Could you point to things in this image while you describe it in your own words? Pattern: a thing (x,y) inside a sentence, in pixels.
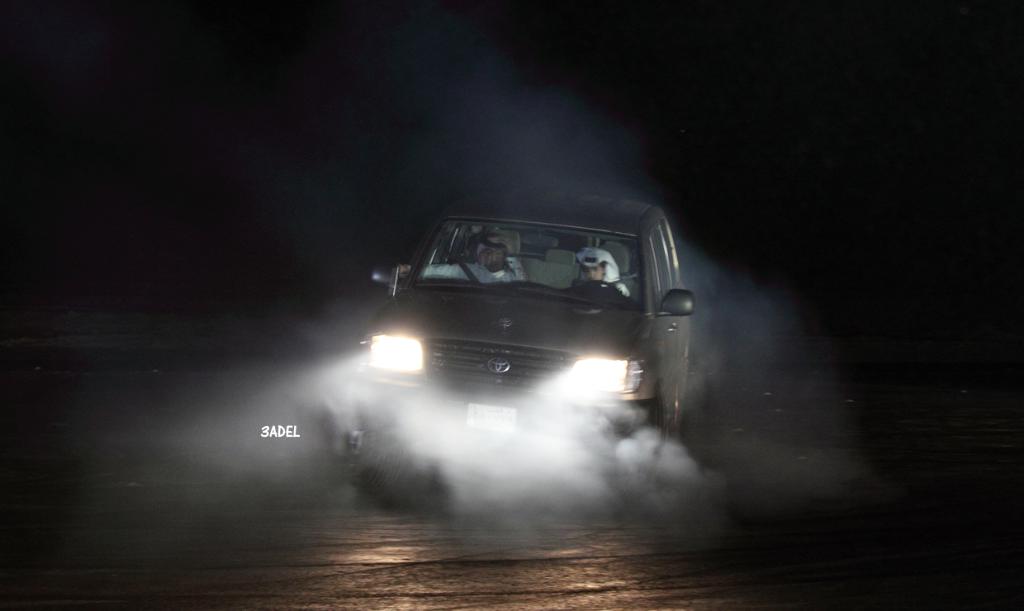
In this image, in the middle (553,319), we can see a car (558,304) moving on the road (538,594). In the car (624,260), we can see two people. In the background (211,19), we can see black color. At the bottom (538,577), we can see a road (73,410).
